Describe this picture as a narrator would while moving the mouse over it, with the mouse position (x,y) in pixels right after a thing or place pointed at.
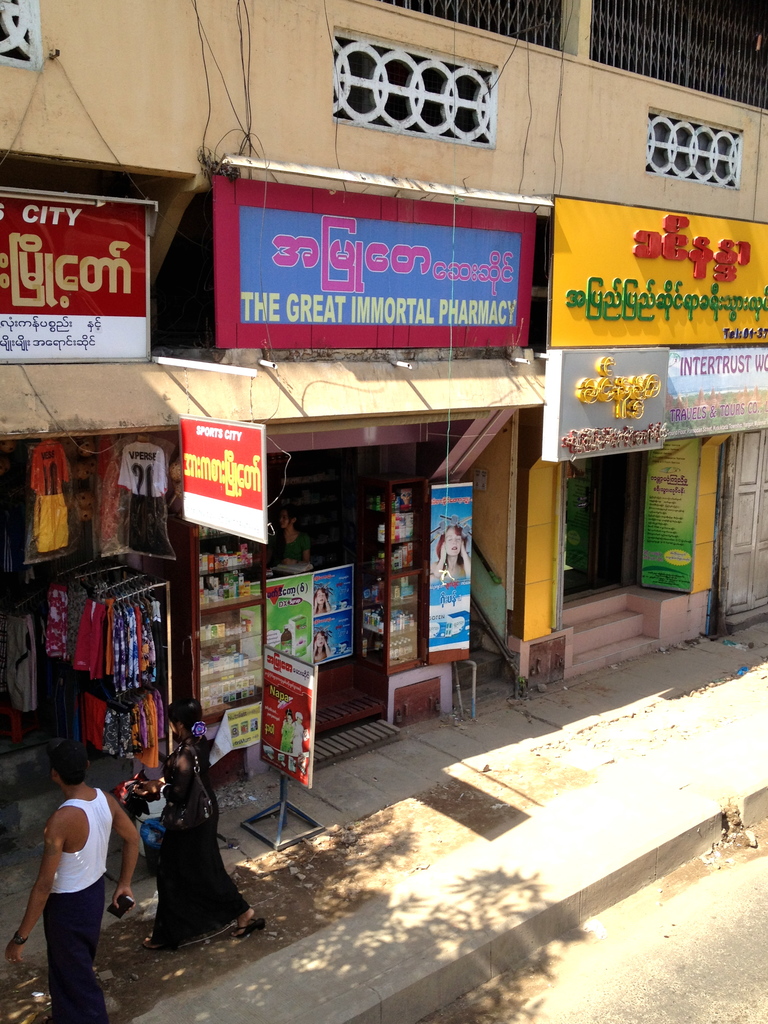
This picture consists of building (453,476) and under the building (446,470) there is a shop (387,533) and there are two persons (86,798) walking in front of the building (544,323) and I can see there are hoarding boards (359,306) visible on the building wall (659,326).
